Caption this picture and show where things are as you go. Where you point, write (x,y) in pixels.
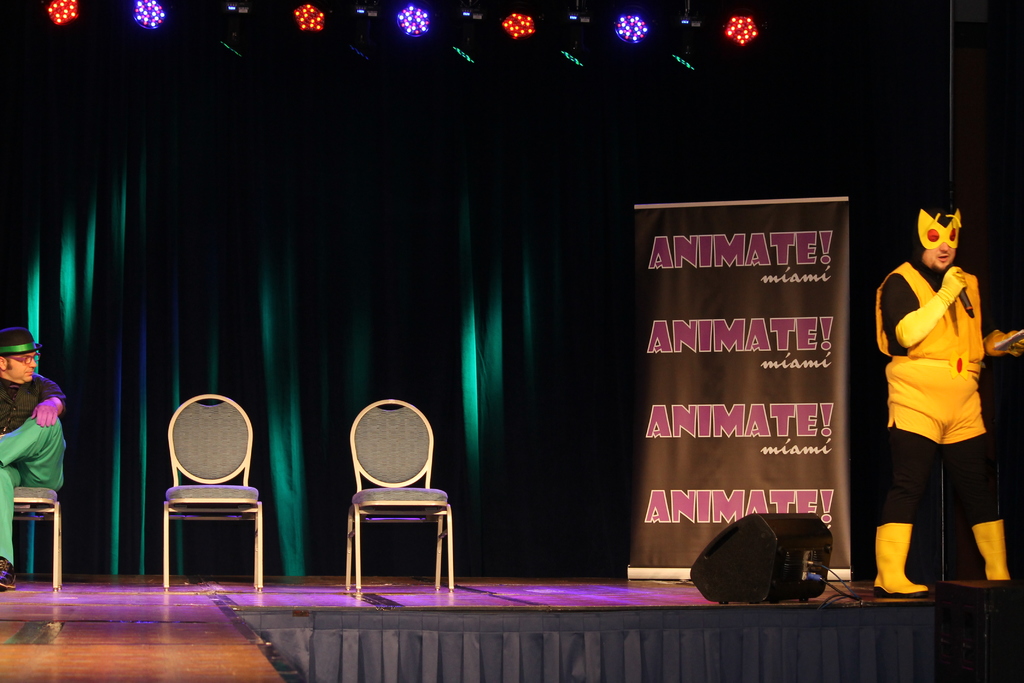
In this image, there is a stage (416,626). There is a person (40,440) on the left side of the image (42,456) sitting on the chair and wearing clothes (28,424), hat (13,350) and footwear (8,575). There is an another person (944,330) on the right side of the image (950,341) holding a mic (972,307) with his hand (952,279). There is a banner (786,388) behind this person (966,281). There are two chairs (396,451) between these two person (19,363). There are some lights (689,29) at the top (321,24).
